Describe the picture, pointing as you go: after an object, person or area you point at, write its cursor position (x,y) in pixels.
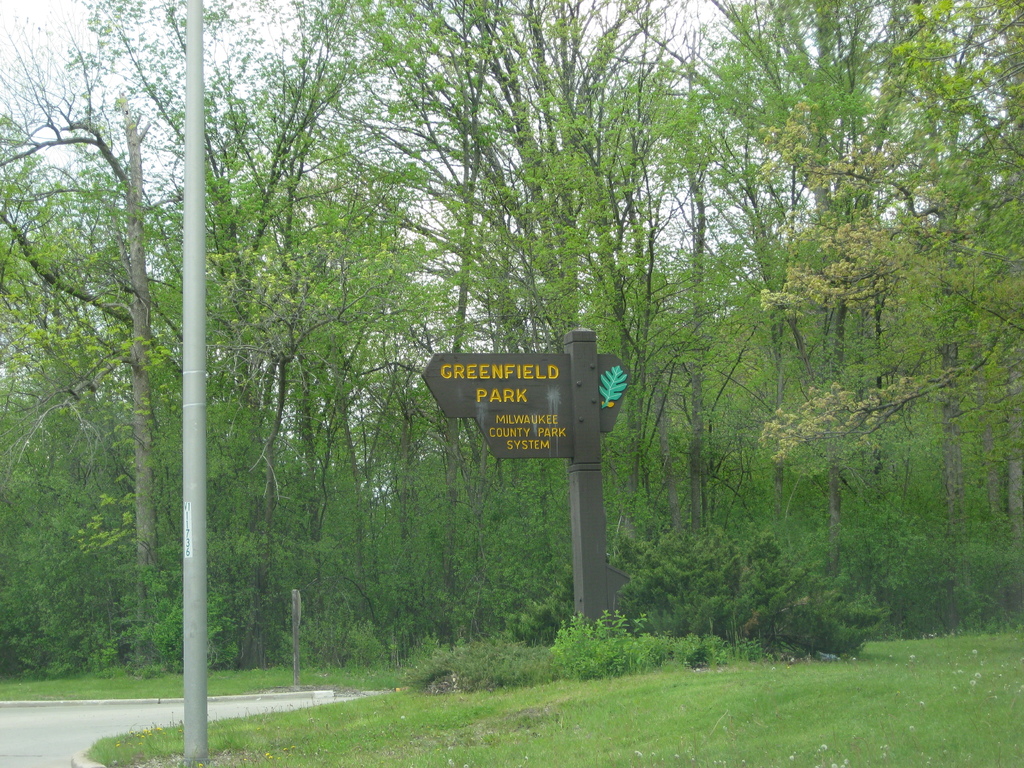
In this image we can see a pole (200,292), road (75,708), grass (504,722) and plants (288,638) on the ground (639,733) and there are texts (514,419) written on a board (566,421) on a pole (590,400). In the background (553,249) we can see trees (553,249) and clouds (440,232) in the sky (62,50).
